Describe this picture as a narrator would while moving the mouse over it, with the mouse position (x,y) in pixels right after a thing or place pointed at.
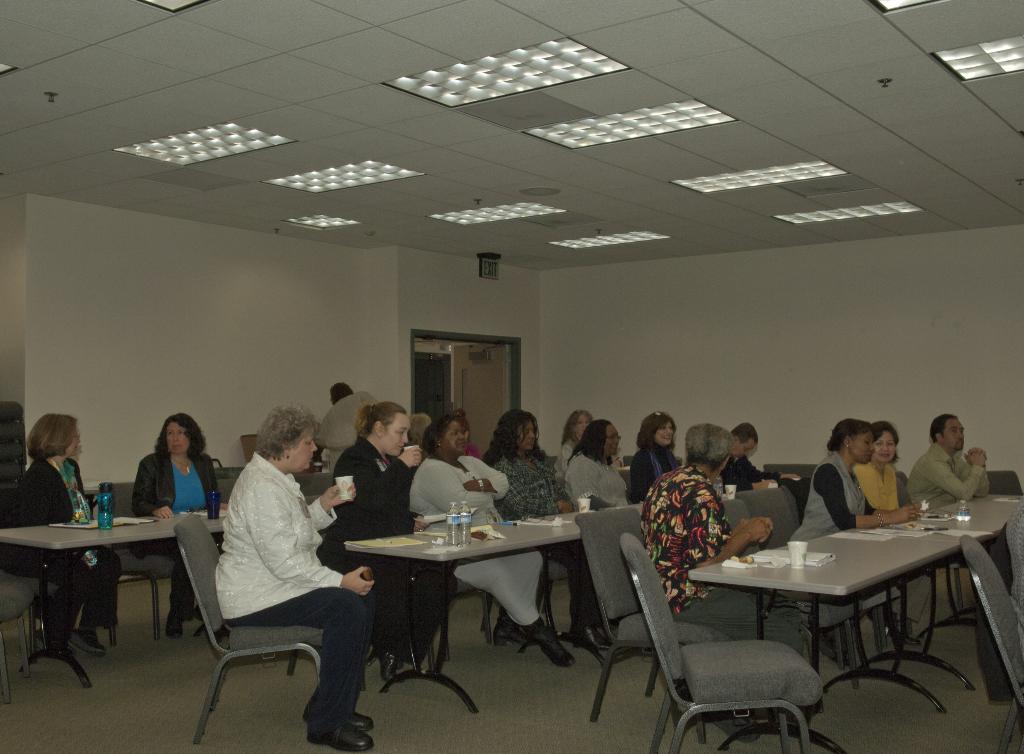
There are many persons (471,460) sitting in this room (645,488). There are many chairs (217,631) and table (551,533). On the table (849,565) there are cups (792,543), bottles (450,528). In the background (481,317) there is a door (416,356) and wall (523,372). On the ceiling (560,113) there are lights (498,85).
